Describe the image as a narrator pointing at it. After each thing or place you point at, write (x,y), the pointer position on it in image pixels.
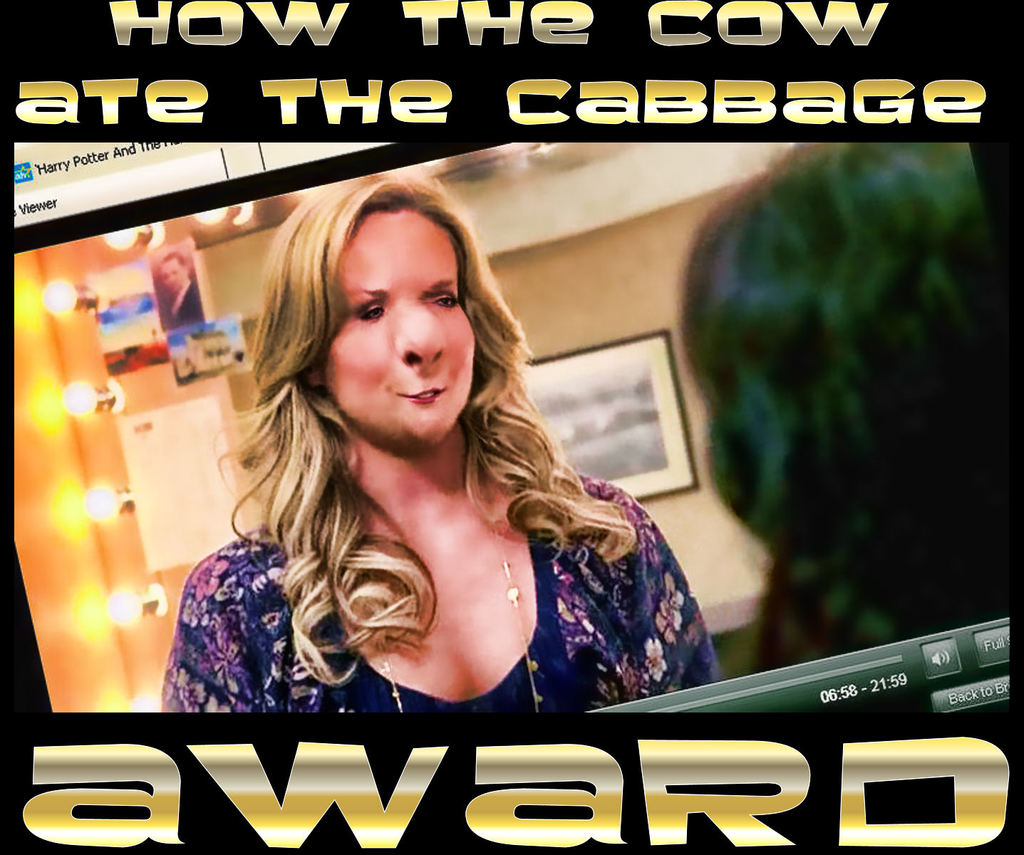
In this picture we can see screen (180,247), in this screen (444,403) we can see a woman (331,574), photos (200,354), lights (154,703), frame (650,380) on the wall (648,280) and text (667,745).
